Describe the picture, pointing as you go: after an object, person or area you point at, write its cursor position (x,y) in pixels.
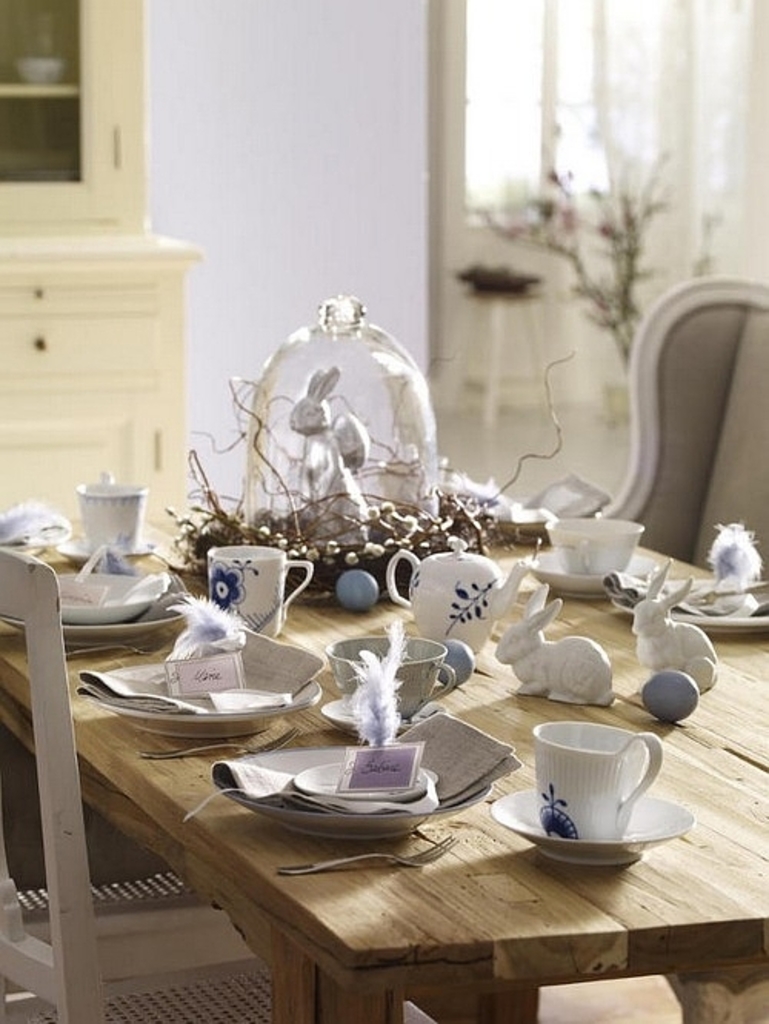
There is a table (491,677). and chair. There is a plate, fork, cup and some rabbit toys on a table (487,688). We can see in the background (149,479) there is a cupboard (2,437), window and flower vase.
